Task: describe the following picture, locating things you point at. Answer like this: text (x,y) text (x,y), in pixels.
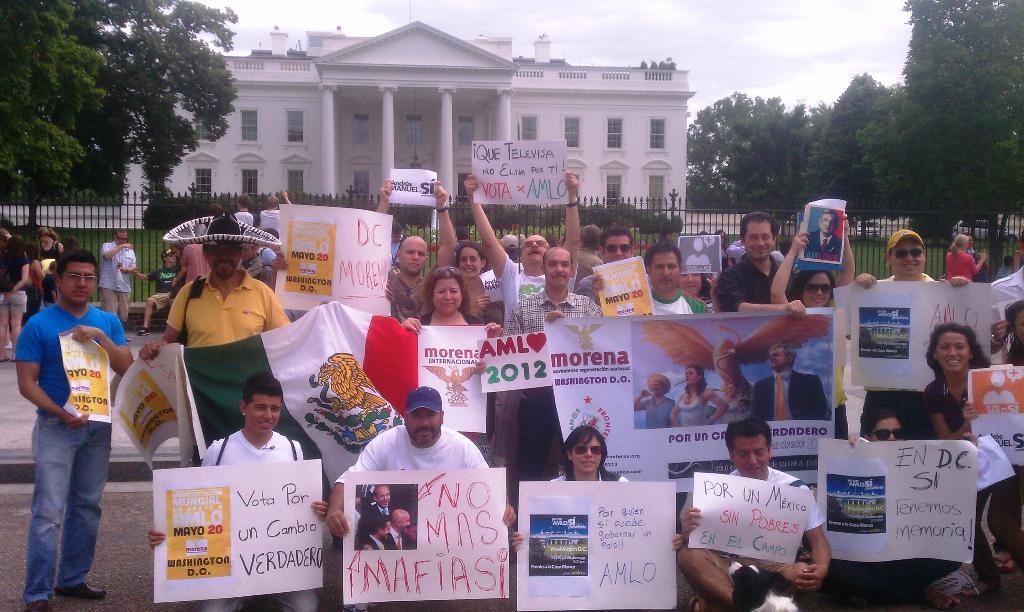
Front these group of people (266,274) are holding posters (368,483) and flag (353,366). Background (44,92) there is a building (537,126) with windows (617,126), trees (54,102), plants (506,217) and fence (416,217).
